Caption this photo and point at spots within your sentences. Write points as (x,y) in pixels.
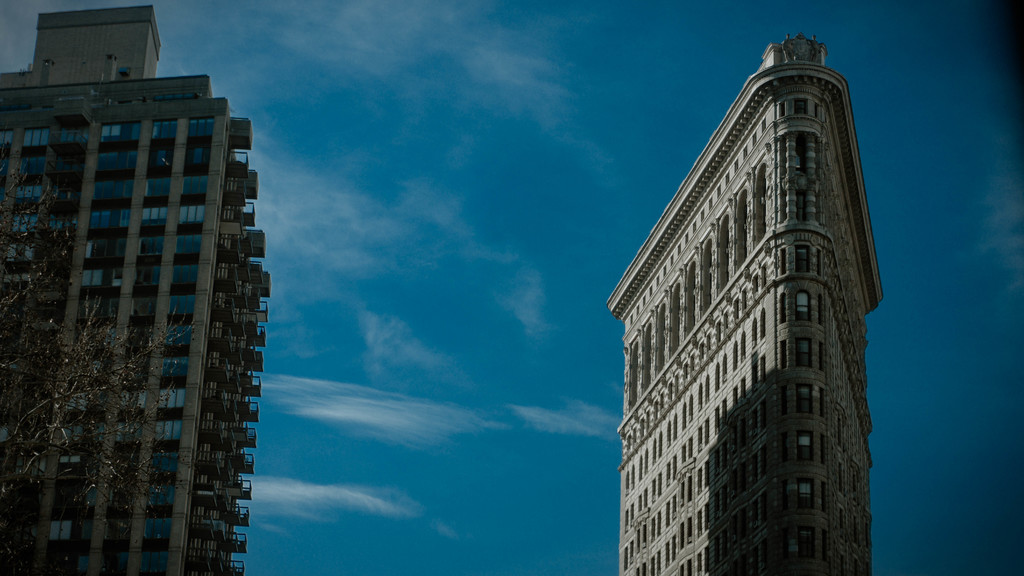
In the center of the image (681,267) there are buildings (661,406). In the background of the image (459,298) there is sky (368,387). To the left side of the image (123,400) there is a tree (69,336).
